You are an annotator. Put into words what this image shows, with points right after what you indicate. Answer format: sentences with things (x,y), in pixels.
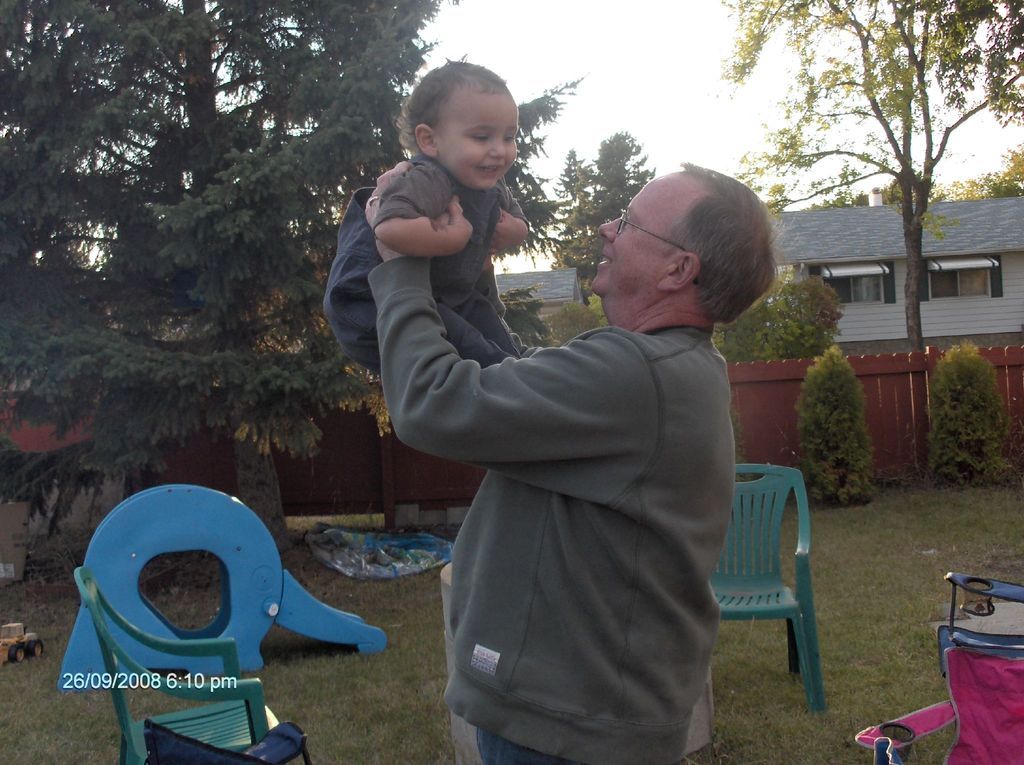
This person (581,430) standing and holding a baby (441,270) with his hands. On the background (823,315) we can see house (869,328), trees (813,32), plants (790,296), sky (624,41). We can see chairs (253,696), toy (122,574) on the grass (905,612).
